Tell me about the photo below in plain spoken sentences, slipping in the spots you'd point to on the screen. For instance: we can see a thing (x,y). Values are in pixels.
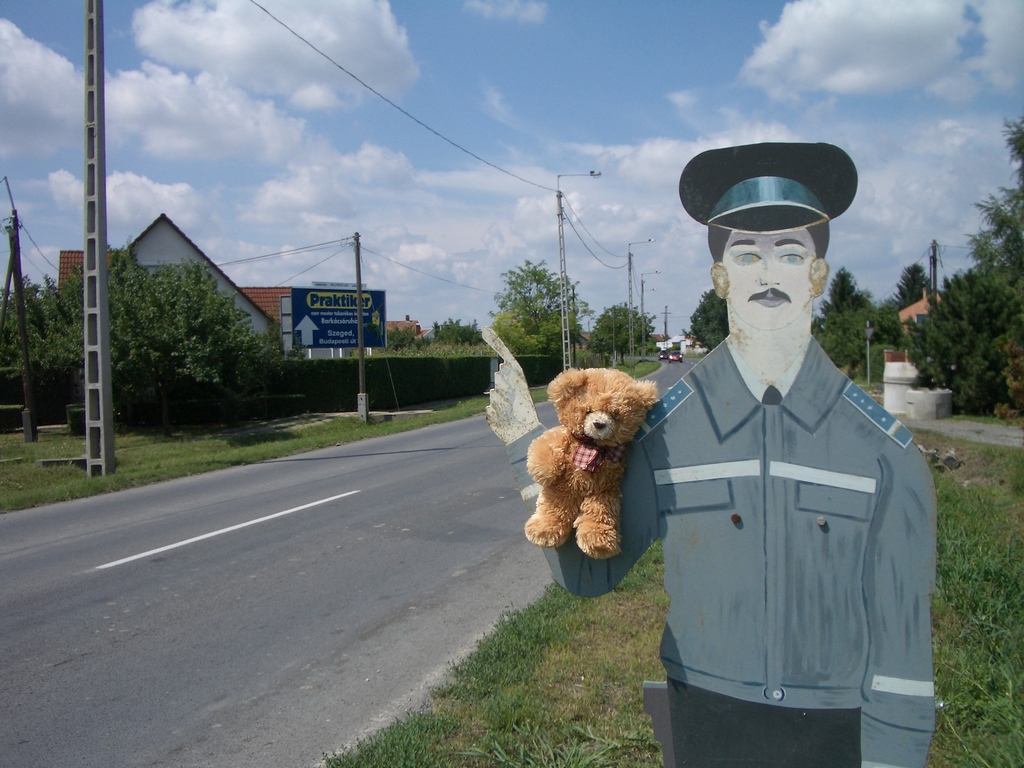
In this image we can see the depiction of a person (769,376). We can also see the teddy bear (587,419). Image also consists of houses (171,251), trees (546,297), wall (443,359), grass (555,641), poles (642,334) with wires (336,240). We can also see the vehicles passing on the road (287,597). In the background (446,96) we can see the sky (508,125) with the clouds (258,198).
